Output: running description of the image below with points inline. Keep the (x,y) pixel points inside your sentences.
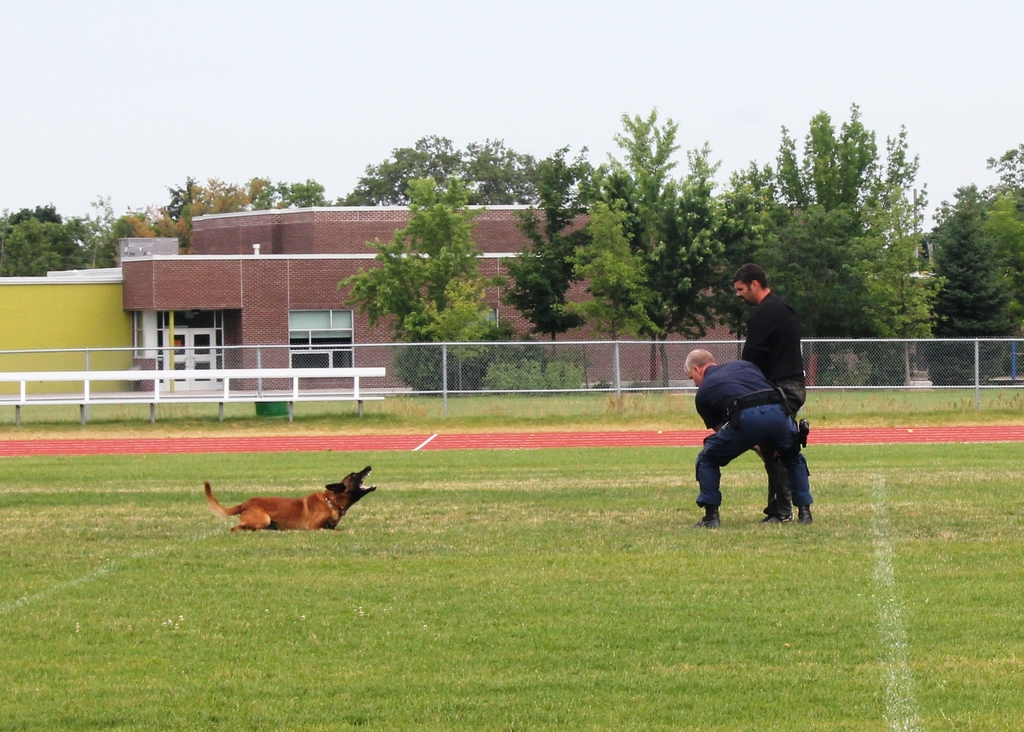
In the image we can see there are men (802,520) standing and there is a dog (300,509) lying on the ground (388,569). The ground (403,611) is covered with grass (413,606) and there is a bench (43,395) on the ground (296,405). There is an iron fencing (726,353) and there are lot of trees (435,291). Behind there is a building (334,319) and there is a clear sky (6,160).
